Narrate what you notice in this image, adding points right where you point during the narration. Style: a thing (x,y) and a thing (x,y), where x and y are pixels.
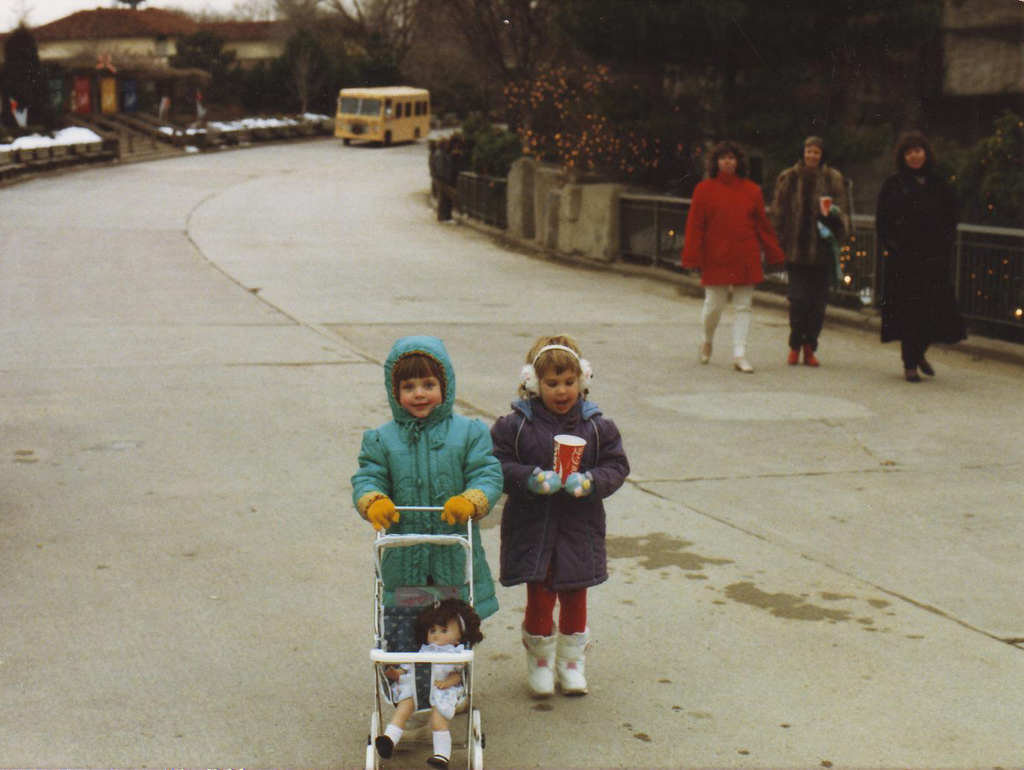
In this picture we can see a bus (422,93) and three women (719,207) are walking and two girls (416,357) are standing on the road (889,614), stroller (474,724) with a toy (473,639) on it, trees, fence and in the background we can see houses (134,44).
